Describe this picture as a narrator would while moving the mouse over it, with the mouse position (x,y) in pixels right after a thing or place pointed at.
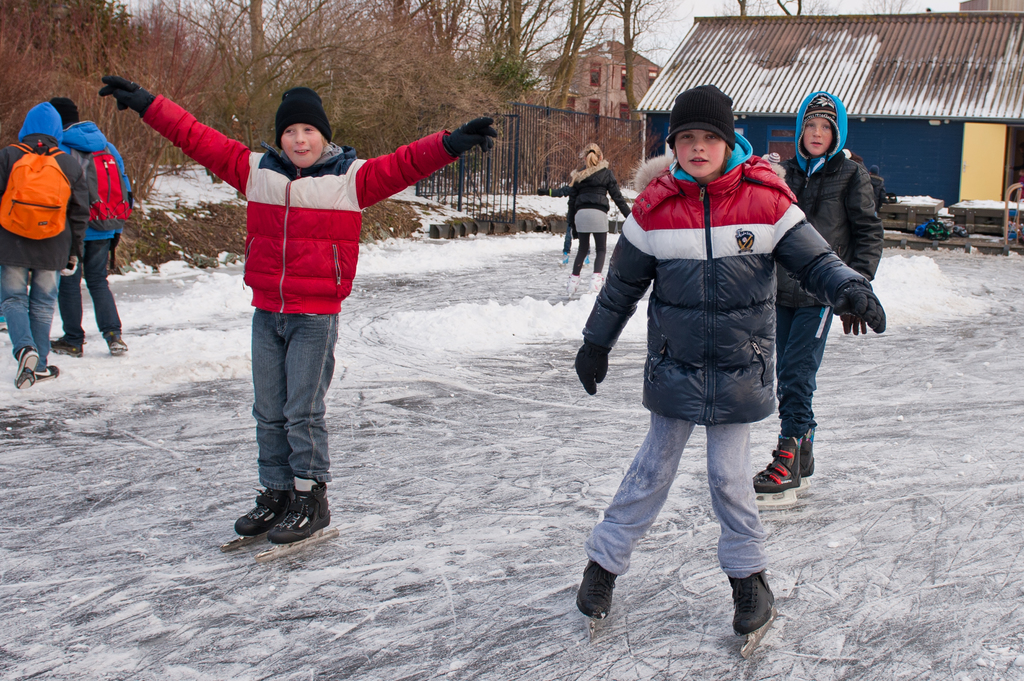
In the middle (615,269) a boy (673,327) is doing skating, he wore coat (756,366), cap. On the left side (315,317) few other people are also doing skating on the snow (517,360). On the right side (854,120) there is an iron shed (869,116).
